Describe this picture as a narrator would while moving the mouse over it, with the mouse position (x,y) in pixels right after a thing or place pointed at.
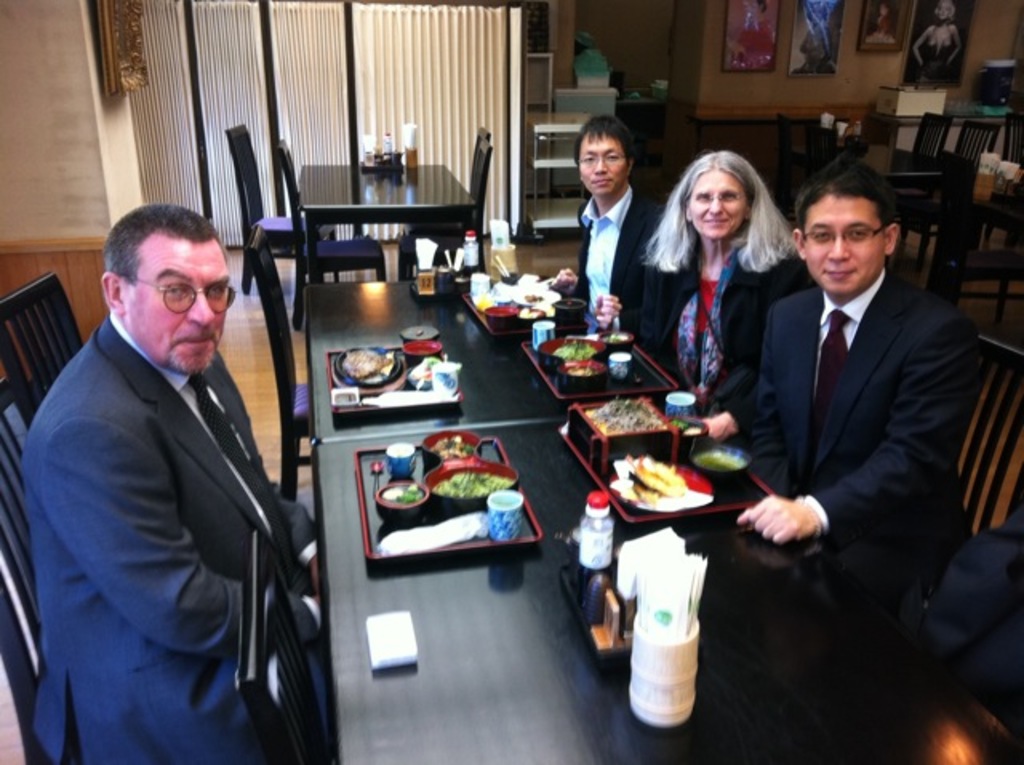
these four persons (89,672) are sitting on the chairs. we can see chairs (274,360) and tables (530,472) on the floor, on the table (443,625) there are trays (434,516), plates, food (612,423), cups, tissue paper (685,584), jars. On the background (706,76) we can see wall (57,218), frames (113,73).
